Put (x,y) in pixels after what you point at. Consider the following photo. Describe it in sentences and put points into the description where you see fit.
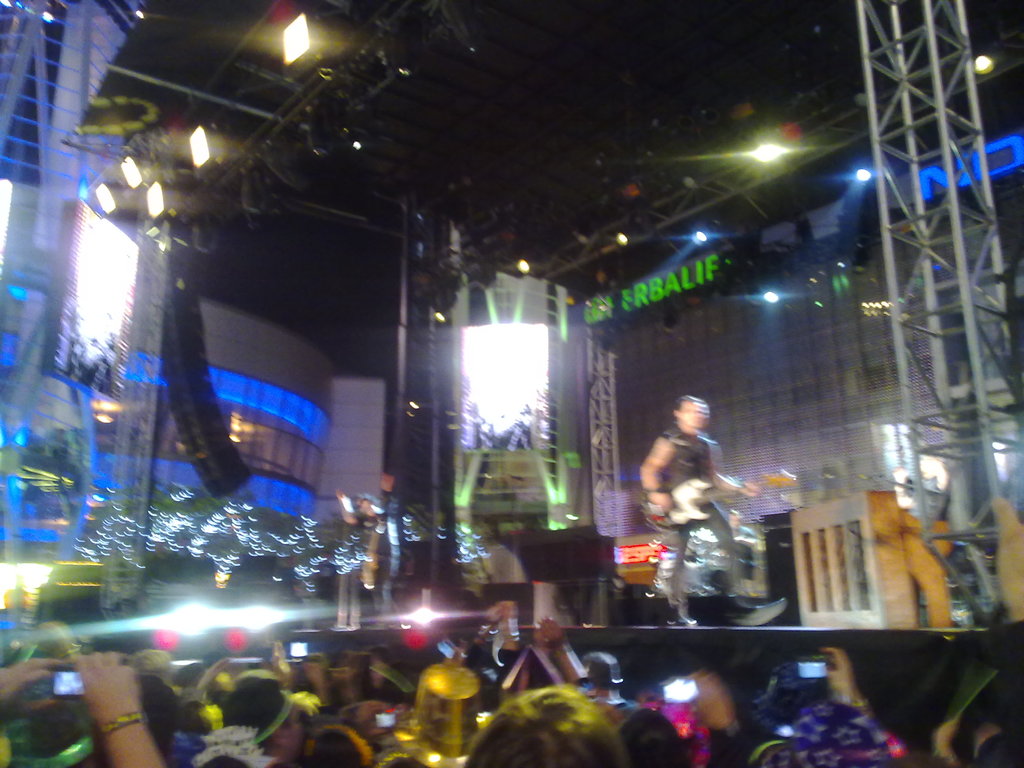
In this picture we can see a group of people (275,655) and in front of them we can see two people (352,527) on stage (654,623) and a man (687,445) holding a guitar (724,500) with his hands (664,499) and at the back of him we can see the lights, rods (606,478), screen (476,394) and some objects (421,285).
